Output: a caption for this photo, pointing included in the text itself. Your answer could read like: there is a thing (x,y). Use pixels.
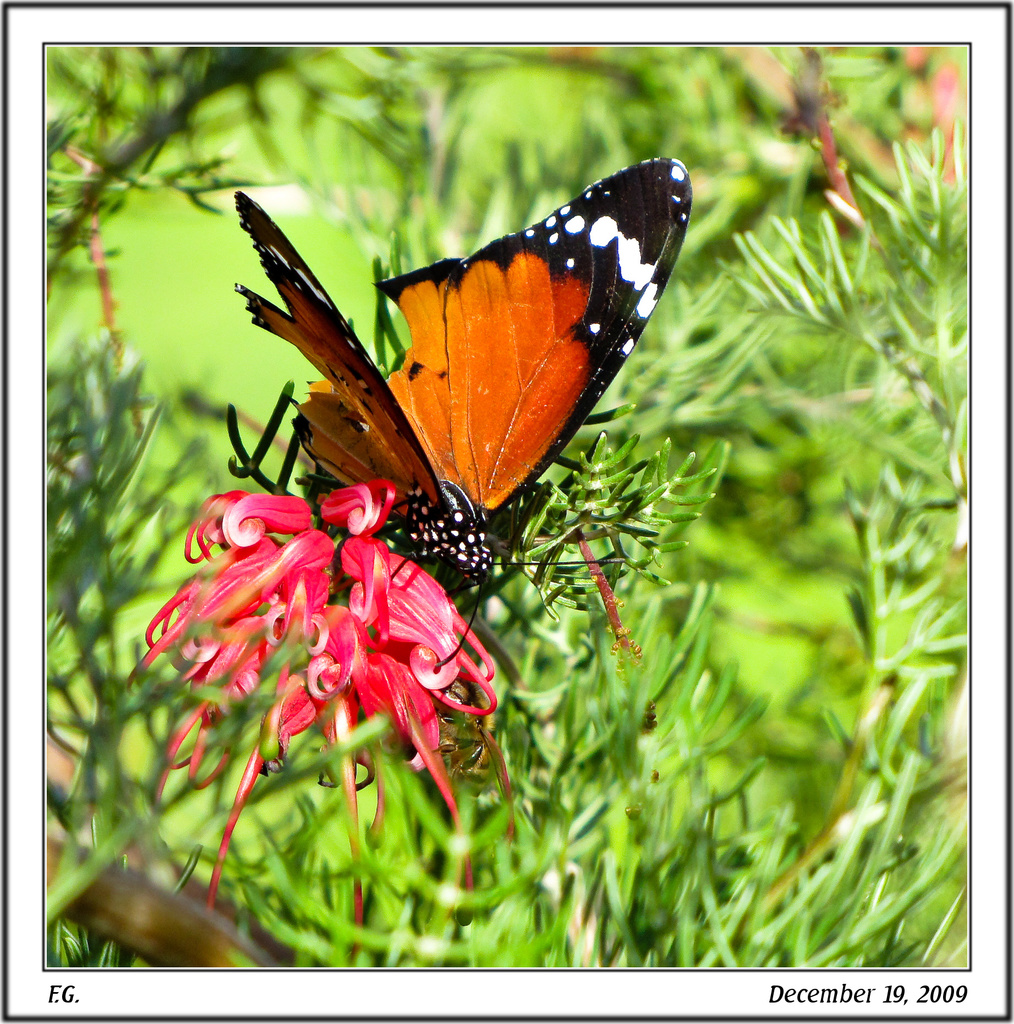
In this picture we can see a butterfly (419,423), plants (306,482) and flowers (353,502), at the bottom of the image (833,1000) we can find some text (817,997).
